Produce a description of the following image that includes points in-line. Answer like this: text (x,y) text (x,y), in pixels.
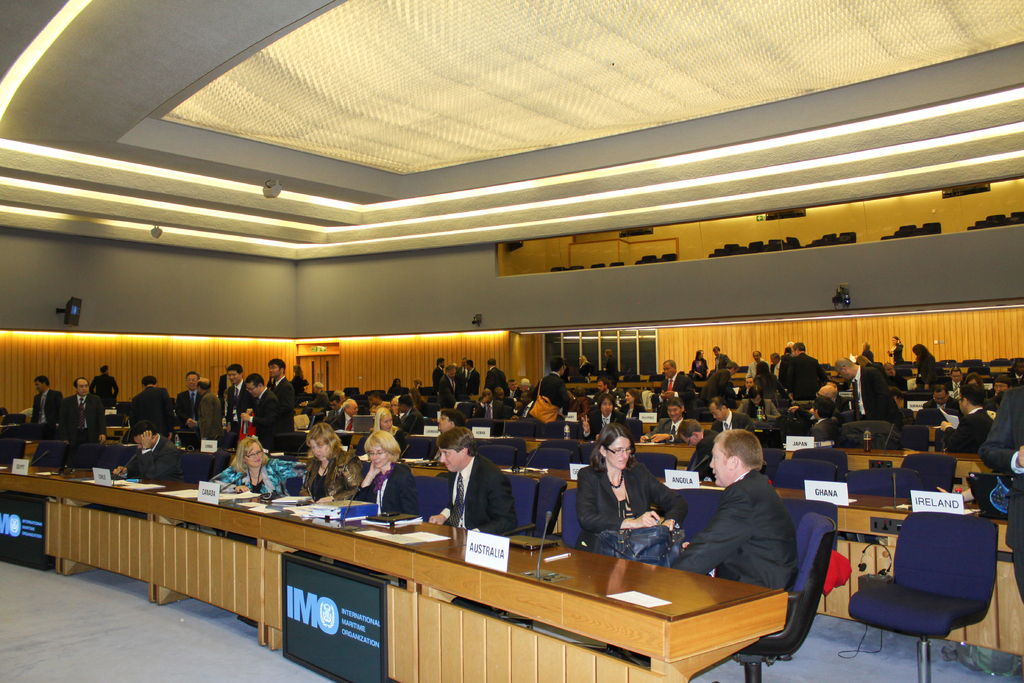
In this image we can see a few people (251,406) standing and some are sitting on the chairs (816,521) which are on the floor (61,581). We can also see the tables (480,586), name boards (506,550), papers (410,524), mike's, wires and also the boards (339,643). In the background (50,346) we can see the wall (491,338), door (313,375), windows (622,334), lights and also the ceiling (635,162) with lighting (373,112).
